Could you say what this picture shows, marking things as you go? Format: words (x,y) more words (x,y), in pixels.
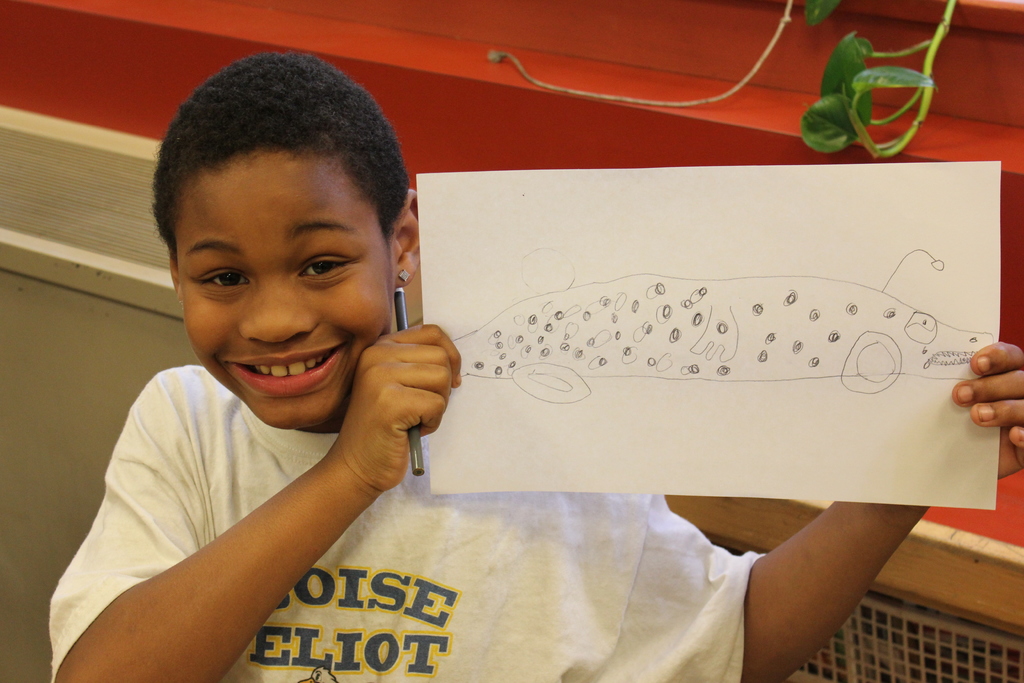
In the image there is a kid (404,433) smiling. And the kid (359,331) is holding a paper (876,309) and pencil (417,435) in the hand (1010,404). On the paper (685,310) there is a drawing (743,361). Behind the kid (201,272) there is a wall (302,35) with cupboard (110,255) and also there are leaves (819,122).
